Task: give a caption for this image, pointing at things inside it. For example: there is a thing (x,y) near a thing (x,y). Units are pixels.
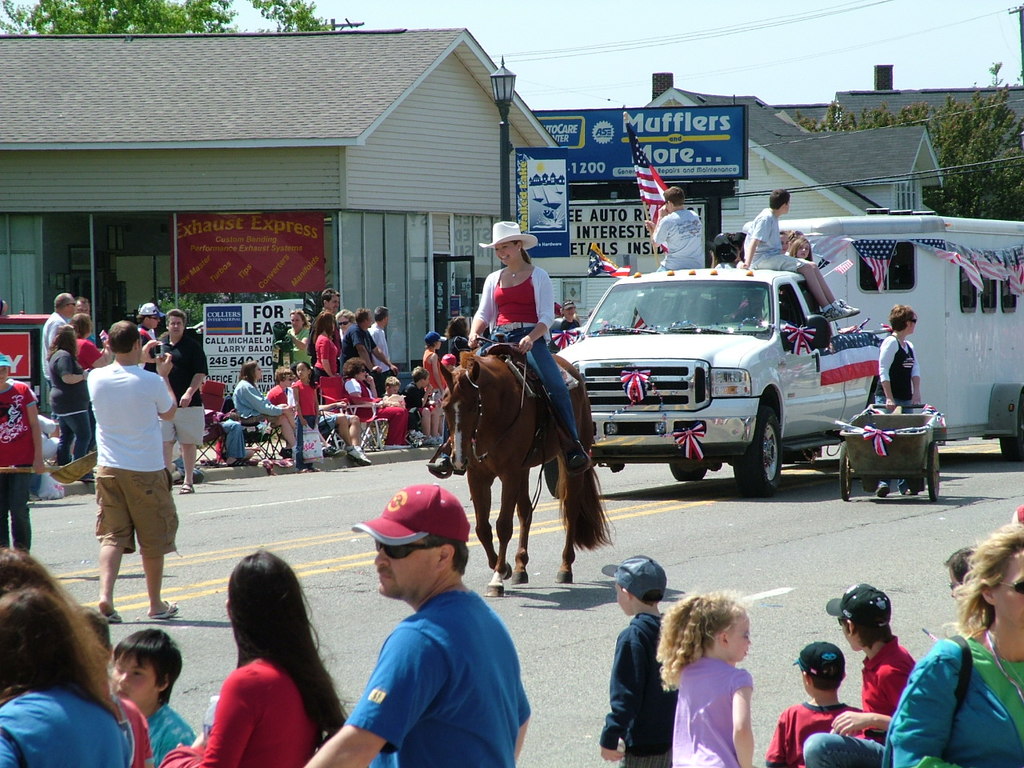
In this image there is a lady (549,370) riding a horse (520,433) and vehicles (717,333) are moving on a road (740,525) and people (328,421) are sitting on footpaths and few (708,701) are standing, in the background (489,168) there are houses (854,131), light poles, trees (188,10) and the sky (804,83).
